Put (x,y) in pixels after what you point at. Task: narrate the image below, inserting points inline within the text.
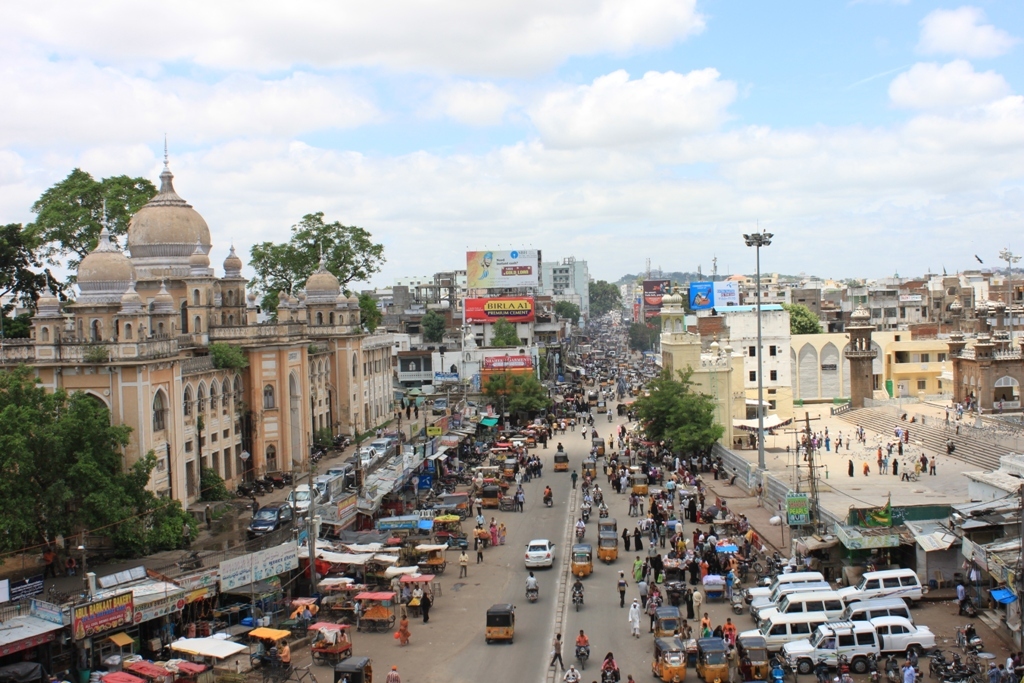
In this image in the center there are vehicles (609,553) moving on the road (596,574) and there are persons (653,564) walking. On the right side (826,621) there are cars (834,616) on the road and there are poles (759,440), trees (697,406), buildings (695,359). On the left side (234,429) there are trees (90,481), buildings (380,384), and there are boards (499,363) with some text (149,605) written on it and there are cars (286,518) on the road (408,420). In the background (578,299) there are buildings (562,297) and the sky (563,130) is cloudy.
